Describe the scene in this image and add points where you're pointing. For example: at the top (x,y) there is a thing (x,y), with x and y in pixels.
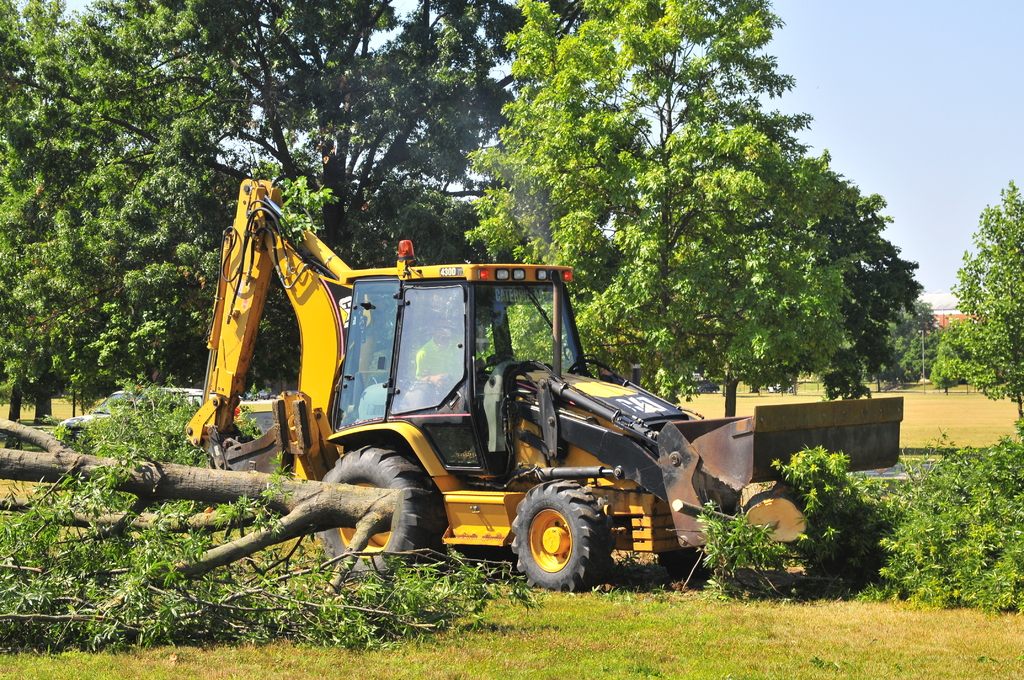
In this image I can see a vehicle (452,506) which is yellow and black in color on the ground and I can see few wooden logs (275,503) on the ground (681,594) and some grass (614,613). In the background (704,197) I can see few trees (588,189), the ground (977,419), few buildings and the sky (871,98).
